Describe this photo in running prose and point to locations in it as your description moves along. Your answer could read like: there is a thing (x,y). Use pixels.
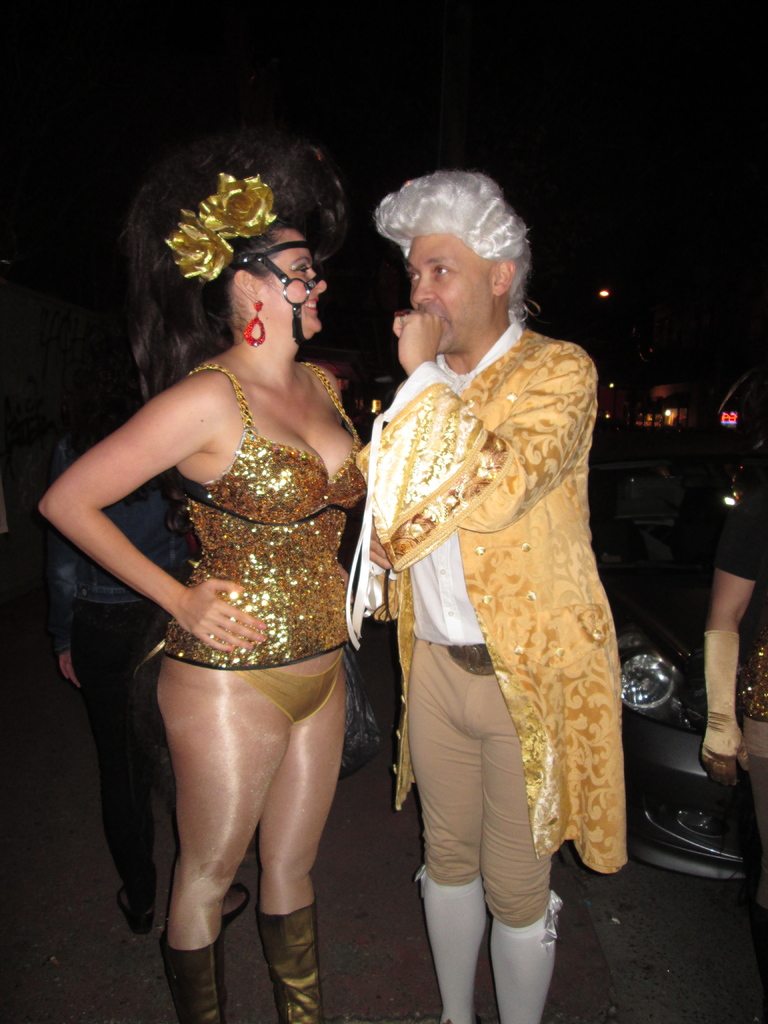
In this image there are two persons (275,445) who are standing and on the background (644,539) there is a car (669,626) and on the right side (725,596) and left side (136,826) there are two persons (95,614) who are standing.
